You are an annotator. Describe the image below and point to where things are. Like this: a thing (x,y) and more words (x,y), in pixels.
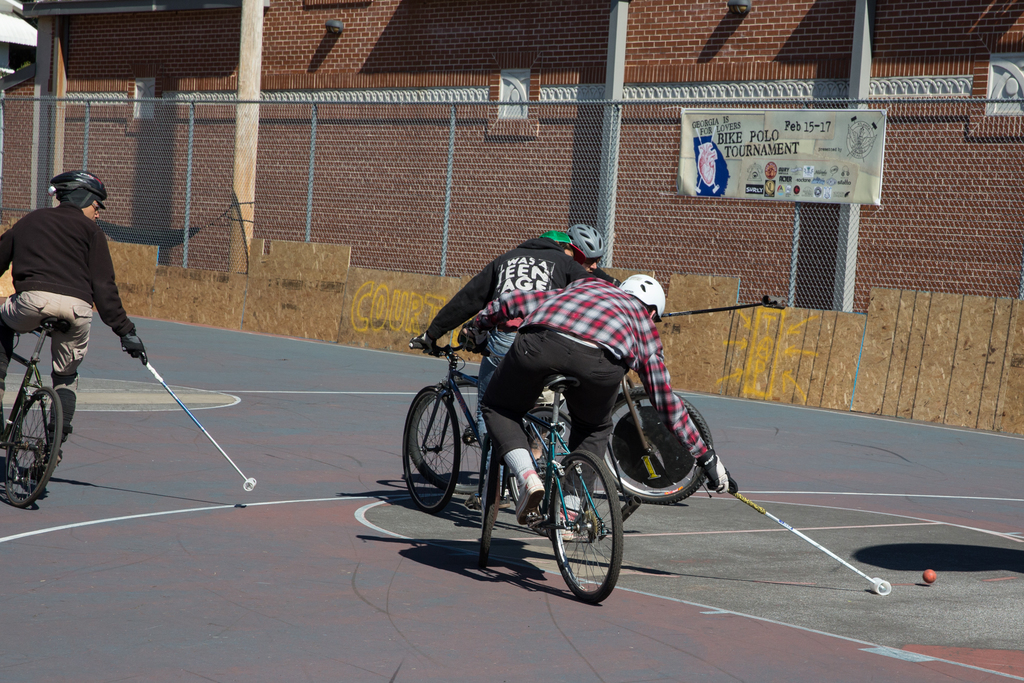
In this picture we can see some people (428,327) are riding the bicycles (444,362) and holding the sticks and wearing gloves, helmets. In the background of the image (355,255) we can see the wall (653,177), mesh (673,171), banner (696,147), rods (452,134), pillars (622,32), graffiti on the wall (701,347), road (553,656) and ball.
